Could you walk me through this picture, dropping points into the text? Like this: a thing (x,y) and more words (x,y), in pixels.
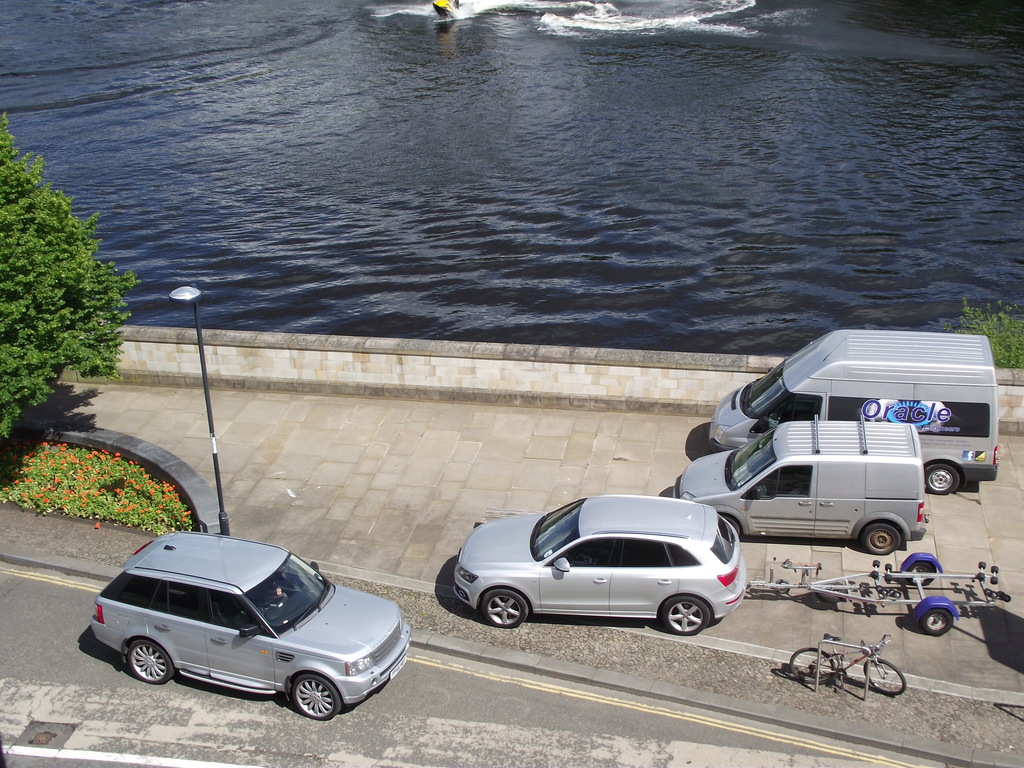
At the bottom of the image (673,557) we can see some vehicles (686,560) on the road (580,716) and we can see some bicycles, poles (214,449), trees (53,254) and plants (18,455). At the top of the image (78,33) we can see water (484,21), above the water (423,21) we can see a water boat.
